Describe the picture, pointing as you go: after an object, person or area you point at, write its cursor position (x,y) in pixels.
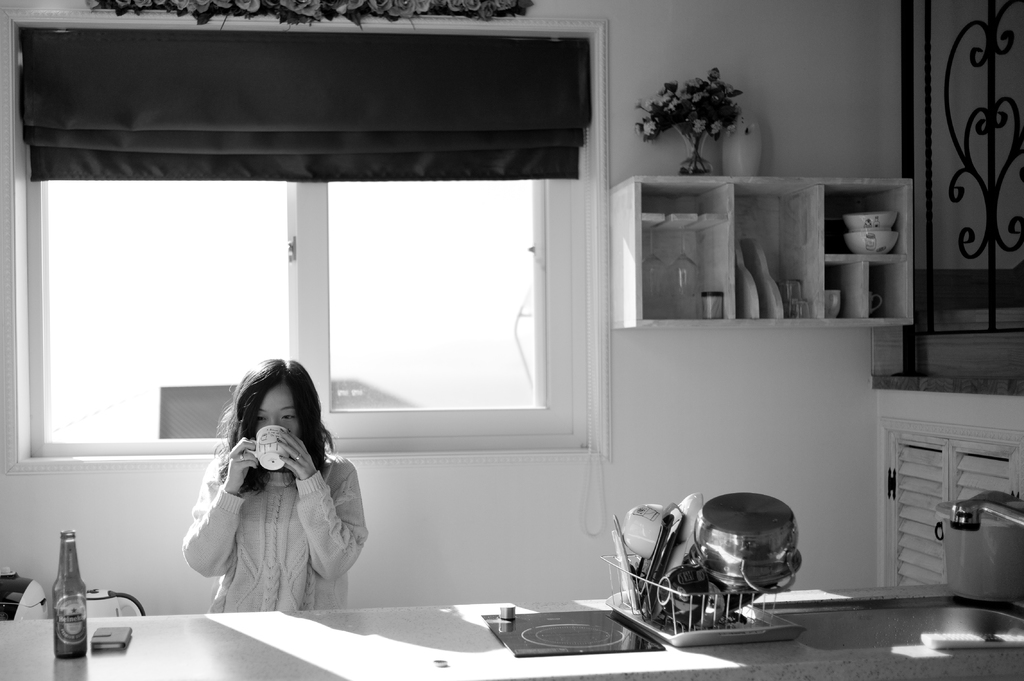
It is a kitchen (588,288) inside the house (534,518) there is a woman (242,493) who is drinking something from a cup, she is wearing a sweater (277,536) in front of her there is a table (485,638) on which there is a stove (534,648), a bottle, a mobile (97,644) and dishes (669,595) also a sink (944,610), behind her there is a cupboard (709,263) in which some bowls (858,233) and kitchen utensils (759,277) are placed, in the background (763,146) there is a wall (725,60), a window (194,212) and a curtain (214,176).
